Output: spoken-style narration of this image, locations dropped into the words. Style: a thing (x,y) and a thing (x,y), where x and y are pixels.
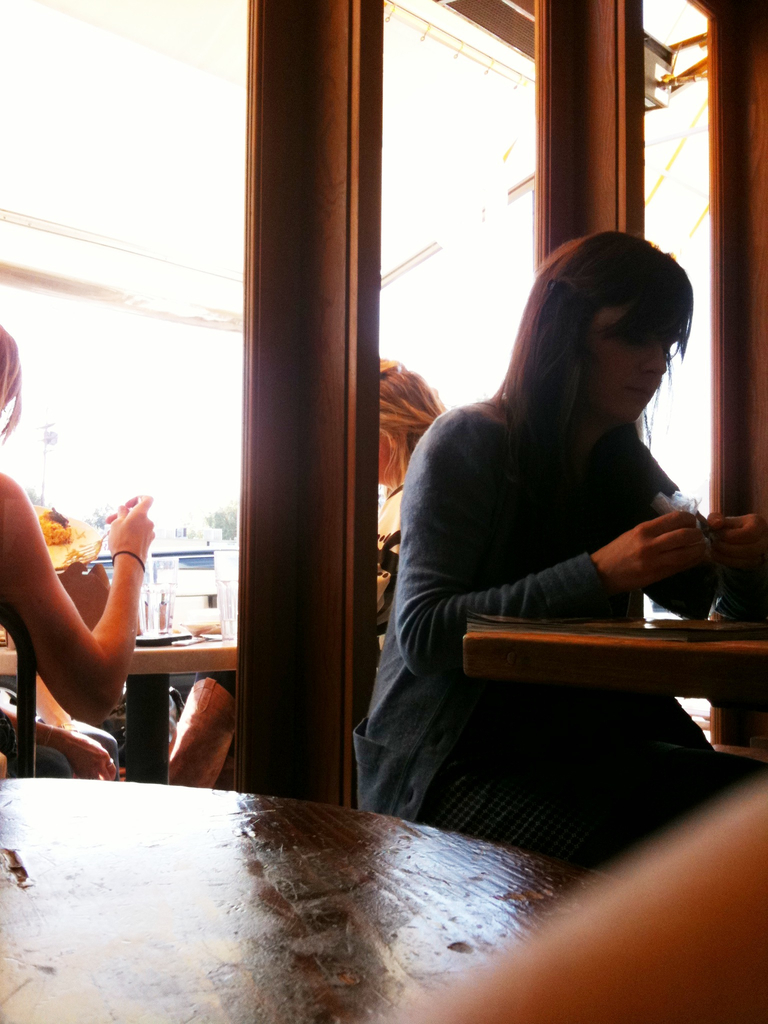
In this image on the right side (575,743) there is one woman (462,651) who is sitting. On the left side (18,542) there are two persons (89,665) who are sitting and there are some tables (312,802) and three poles (291,210) are there, on the top (127,172) there is ceiling (124,119).
